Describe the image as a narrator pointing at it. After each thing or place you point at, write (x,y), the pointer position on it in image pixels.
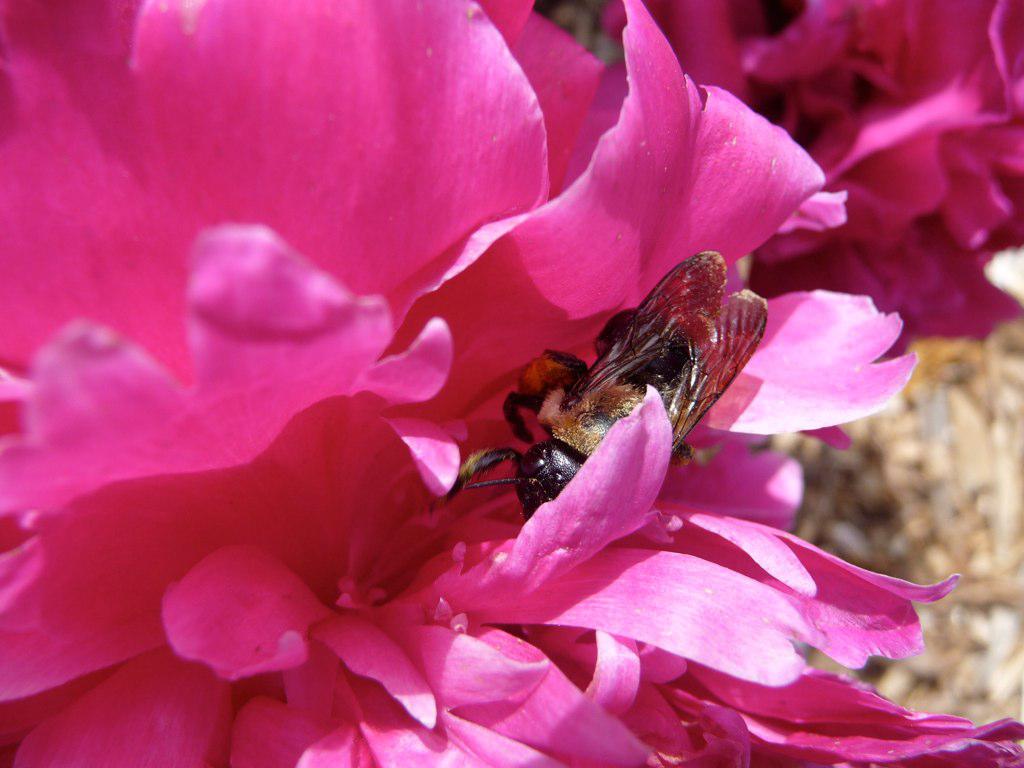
There is an insect (483,460) on a flower (443,503) in the foreground area of the image (396,331). There is another flower (837,160) in the background (781,118).
